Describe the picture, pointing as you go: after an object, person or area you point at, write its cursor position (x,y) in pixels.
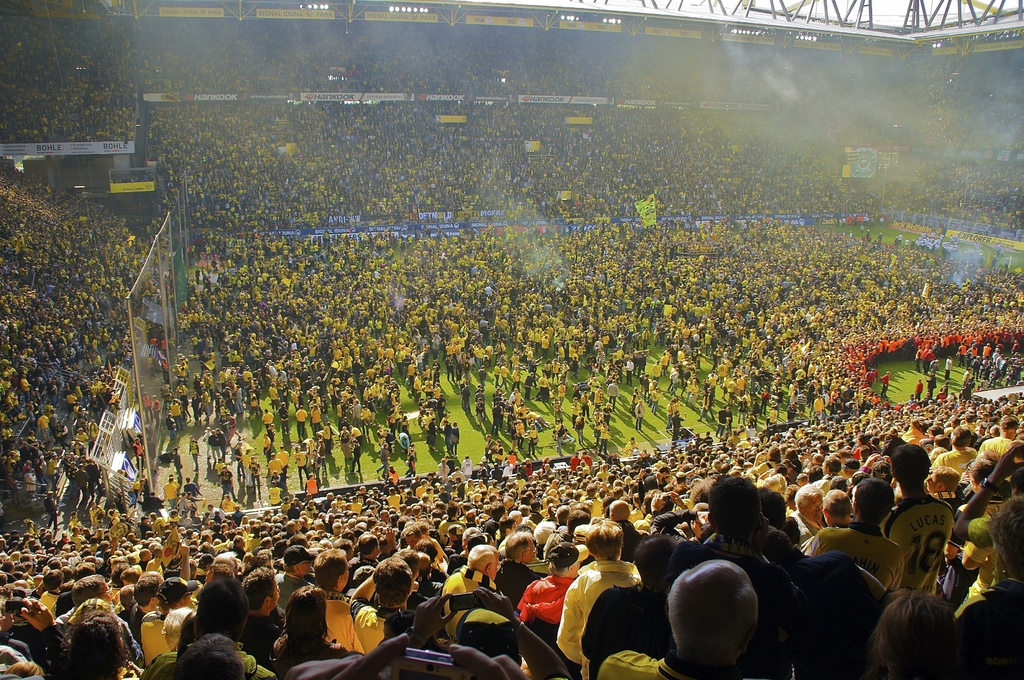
This is a stadium (602,545). Here I can see many people (501,391) on the ground (550,304) and also around the ground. At the top of the image (388,14) I can see few metal rods (934,15) and boards (476,18).
